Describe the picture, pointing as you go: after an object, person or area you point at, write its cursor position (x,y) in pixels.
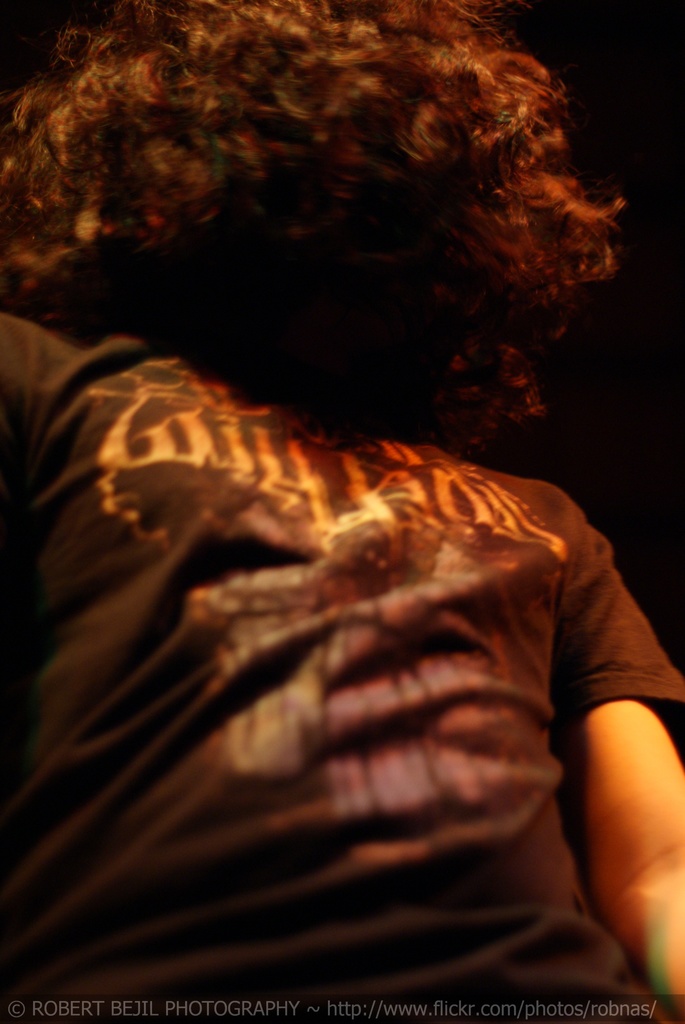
In this image I can see a person (374,638) wearing a t shirt (316,532) and has curly hair (206,113). The background (634,436) is dark.
